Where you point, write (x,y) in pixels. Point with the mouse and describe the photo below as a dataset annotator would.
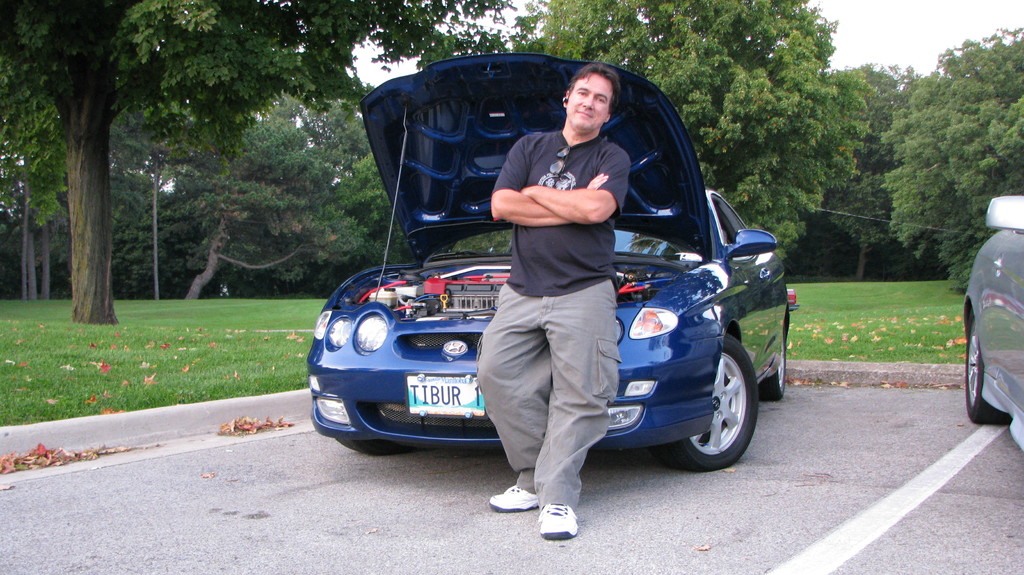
In this image I can see two cars (1004,371) and a person (522,506) is standing on the road (625,452). In the background (200,384) I can see grass (218,390), leaves (117,413), trees (959,205), wire (874,218) and the sky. This image is taken may be in a park (229,325).
